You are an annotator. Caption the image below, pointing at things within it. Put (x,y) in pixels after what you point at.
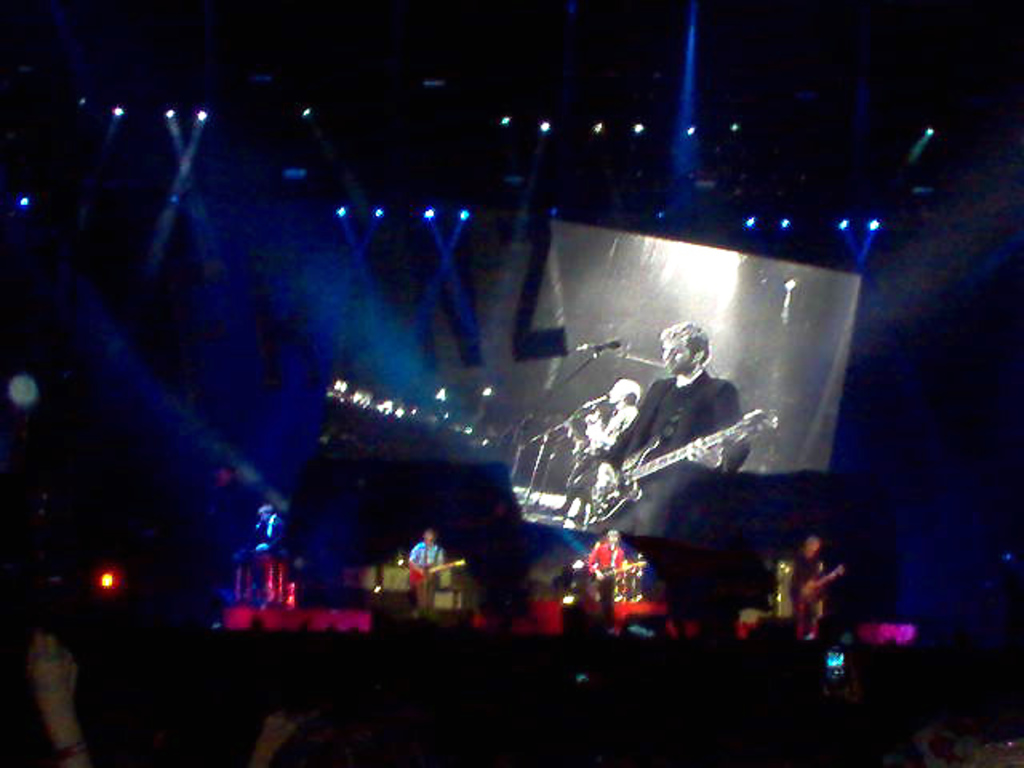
In the center of the image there are people (589,566) holding guitars (630,565). In the background of the image (621,521) there is screen (682,386). At the bottom of the image (527,687) there are people (562,709). At the top of the image (81,99) there are lights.
